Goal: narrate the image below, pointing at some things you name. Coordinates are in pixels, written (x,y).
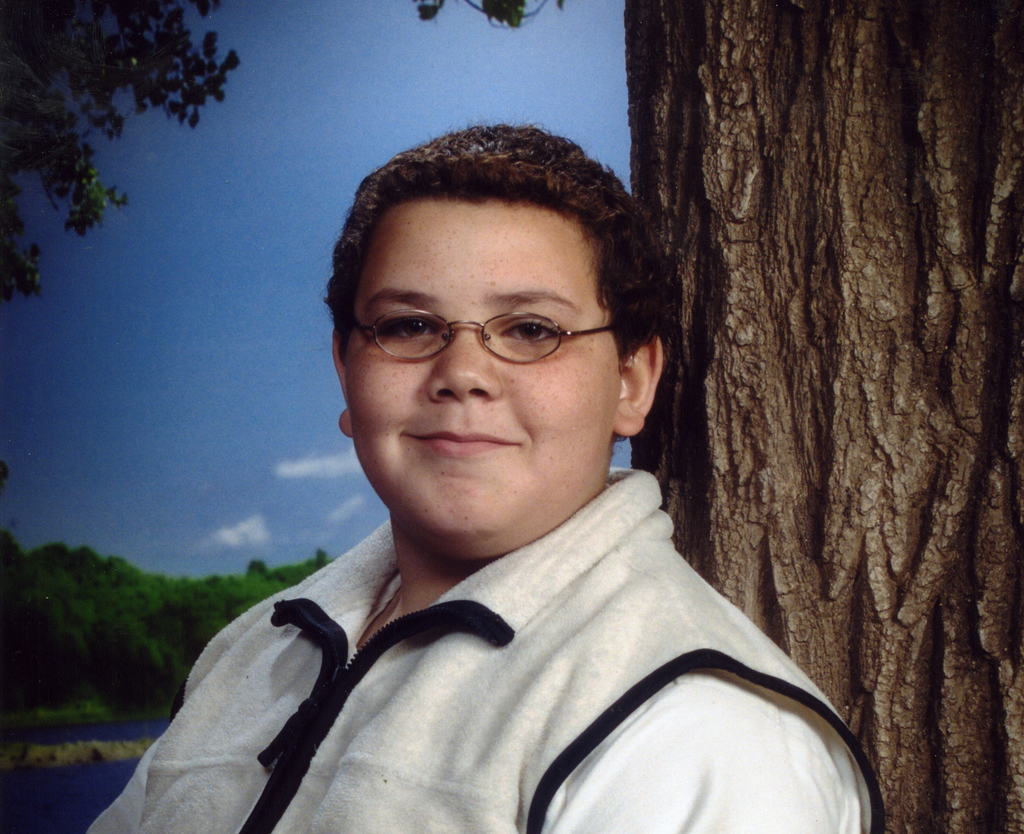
In the center of the image (422,525) we can see a boy (450,422) standing. He is wearing a jacket (338,721). In the background (851,586) there are trees (153,591) and sky (236,380).
